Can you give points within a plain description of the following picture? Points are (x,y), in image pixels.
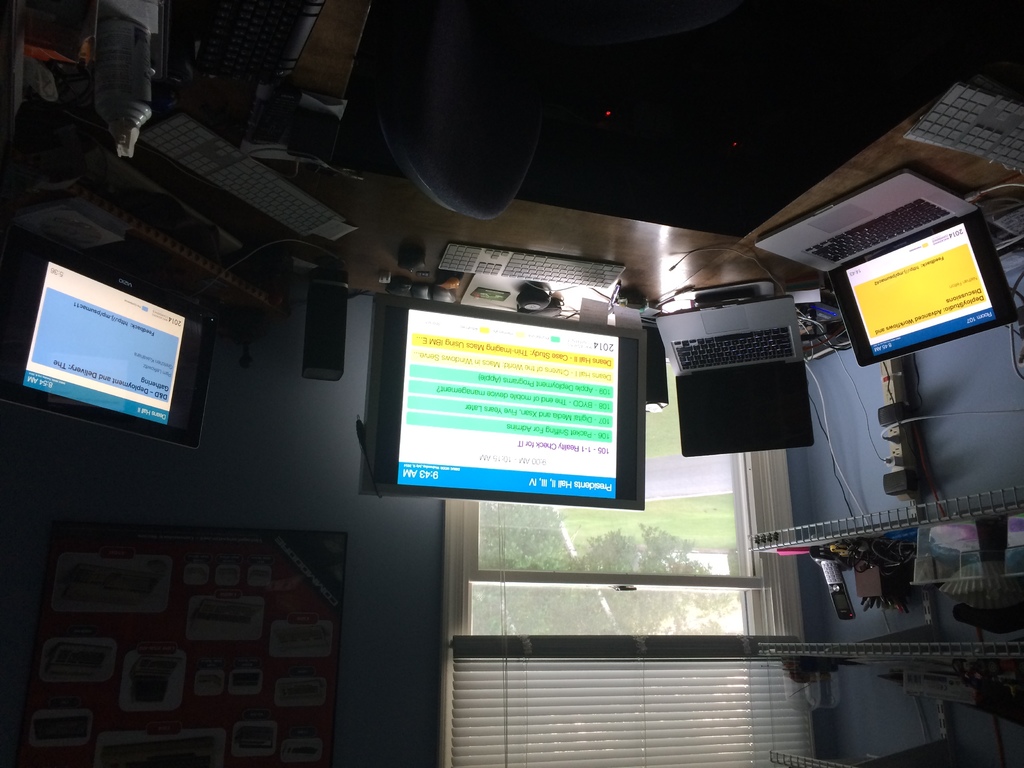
The picture is upside down. In the center of the picture (493,294) there are laptops (701,415), desktop (157,325), bottle (105,66), chair (419,176) and other objects (558,299). At the bottom (843,599) there are plug box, cables (897,548), cell phone (850,614), window (653,591), frame (243,669) and papers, outside the window (578,591) we can see trees (622,542), grass (682,524) and road (699,485). At the top (665,48) it is dark.
